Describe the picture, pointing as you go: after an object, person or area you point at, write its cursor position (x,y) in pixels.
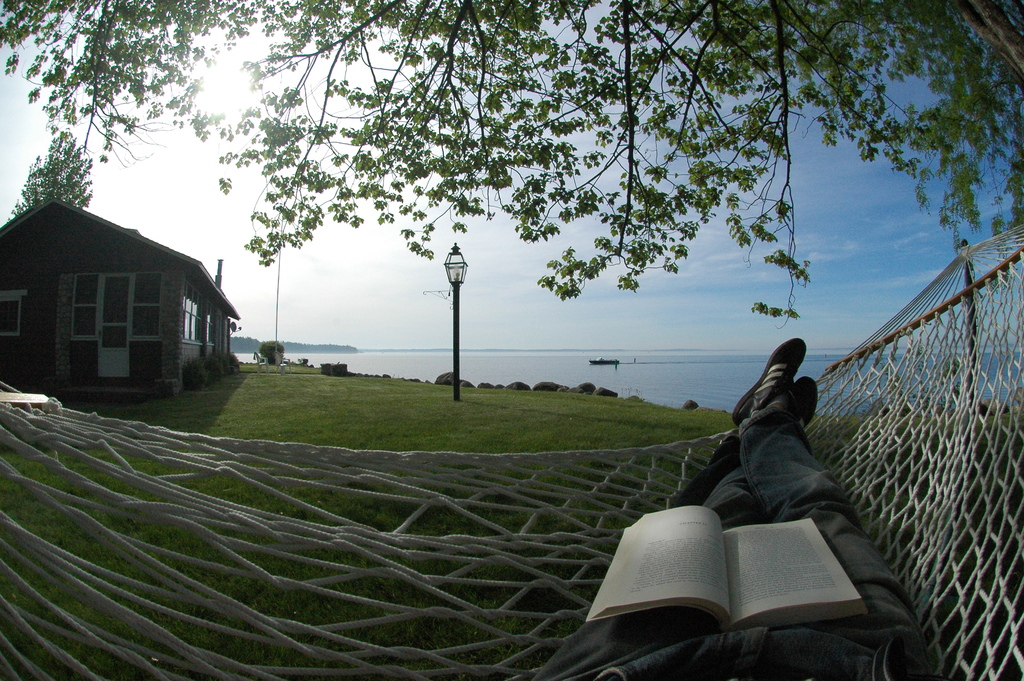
In this image, we can see human legs (850,640) and book (756,599) on the net (562,593). Background (316,401) we can see grass (212,396), house (112,360), door (121,339), windows (184,322), wall (166,324), plants (215,356), pole (456,359) with light (455,269), sea (472,357) and sky (502,318). Top of the image (636,84), we can see tree stems (473,68) and leaves (486,117).
